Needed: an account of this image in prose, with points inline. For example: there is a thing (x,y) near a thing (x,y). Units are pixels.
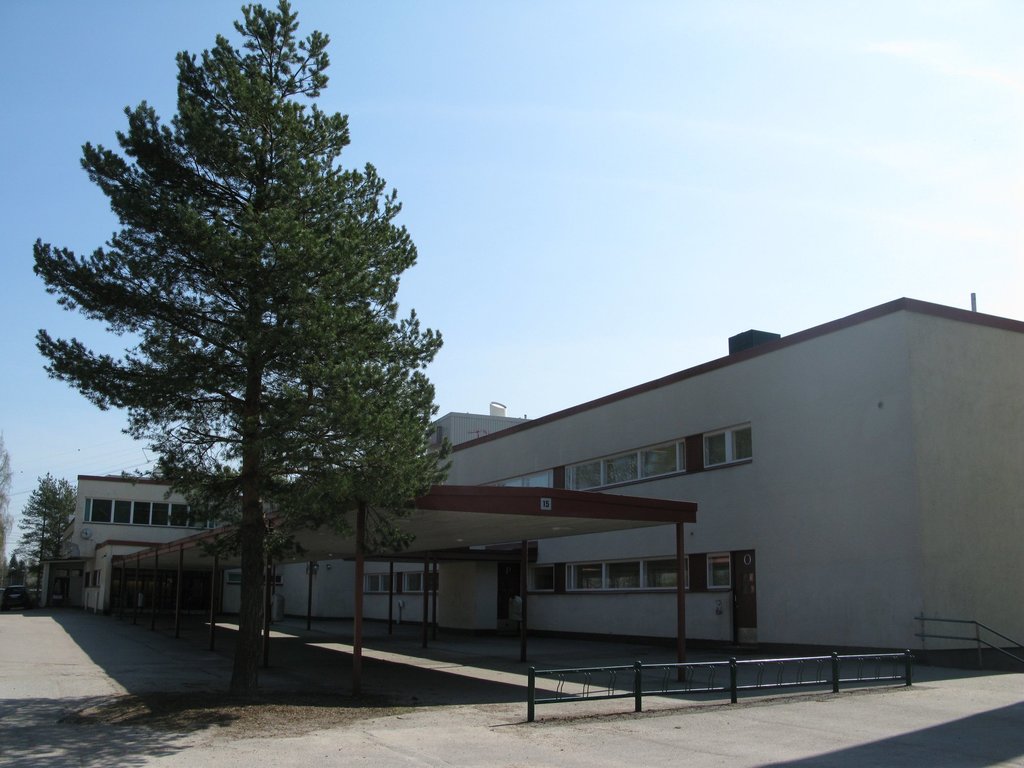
In this picture there is a building (777,641) in the center of the image (528,433) and there is a shed (490,549) in front of it, there are windows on the building (221,574) and there is greenery (191,370) in the image, there is a boundary (715,689) at the bottom side of the image (582,694).
